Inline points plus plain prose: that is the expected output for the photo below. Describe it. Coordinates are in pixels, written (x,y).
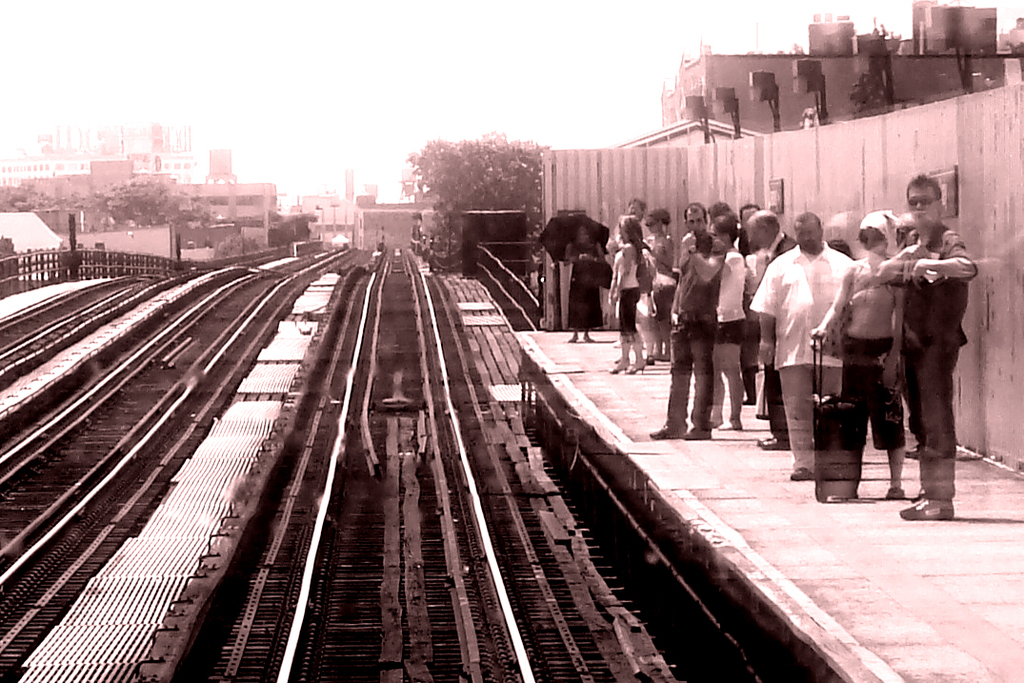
This picture is clicked outside. On the left (242,269) we can see the railway tracks (313,437). On the right (704,302) we can see the group of people (734,301) standing on the railway platform (886,527). In the background (578,58) there is a sky (315,56), trees (494,156) and buildings (925,92).
